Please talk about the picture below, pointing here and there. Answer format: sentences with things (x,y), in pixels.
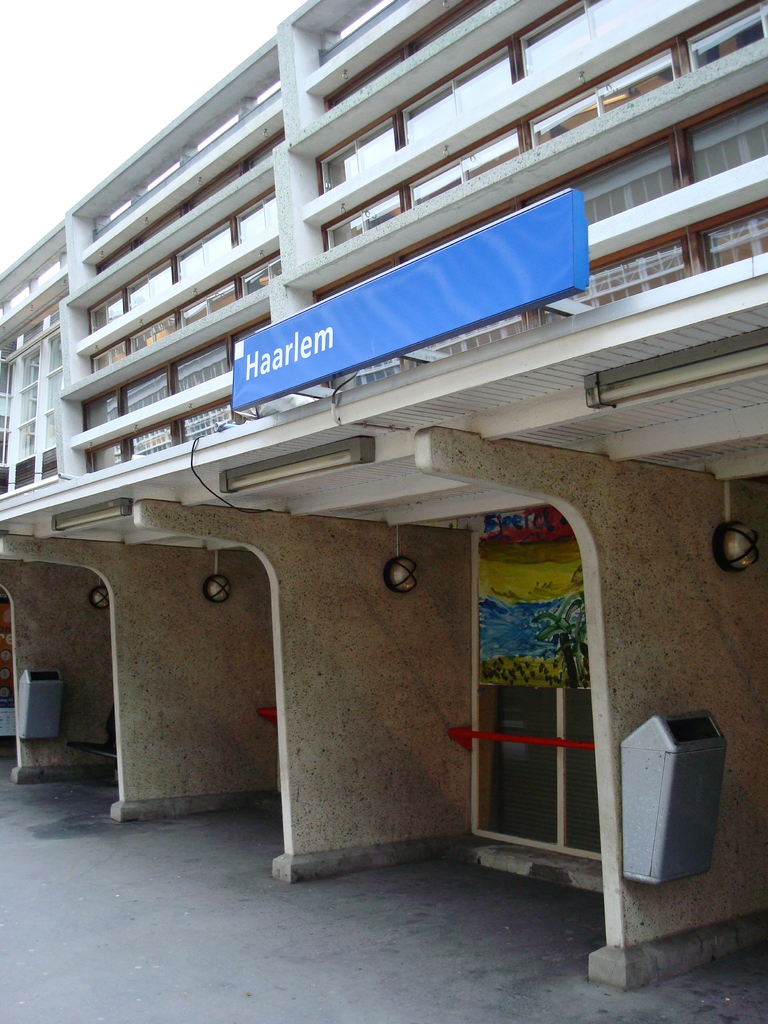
In this picture, we can see a building (444,394) and some objects (441,308) attached to it, like board (393,328) with text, lights (658,366), and we can see the ground (274,885), and the sky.
